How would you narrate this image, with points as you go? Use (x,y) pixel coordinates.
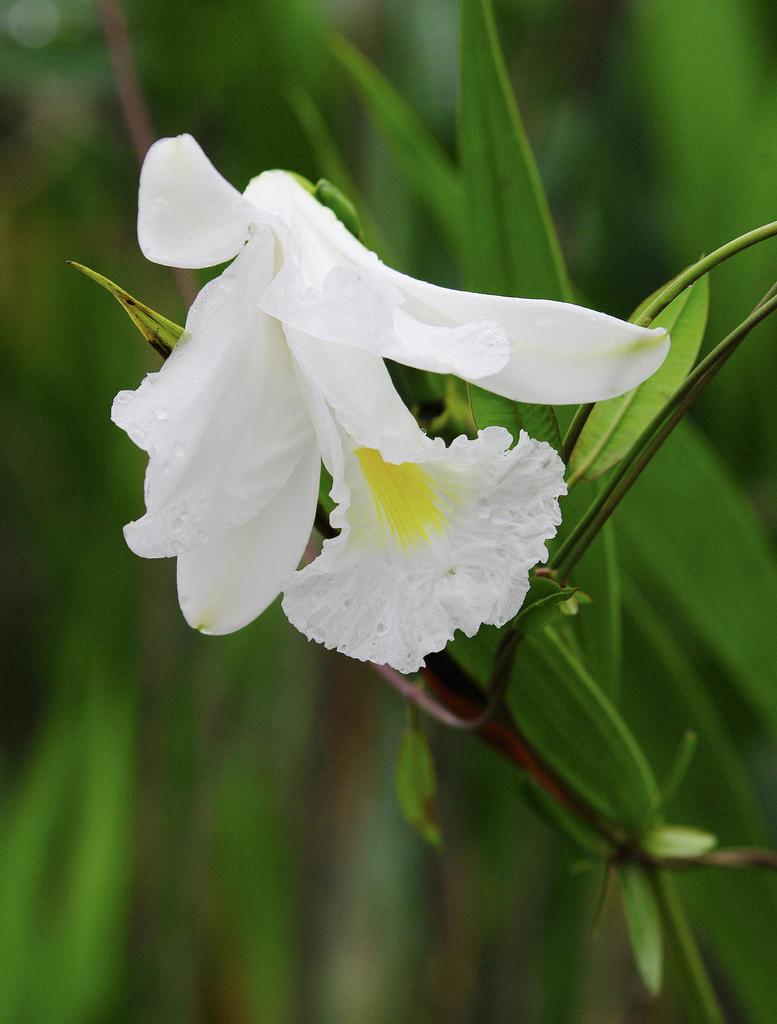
In this picture we can see white color flower (391,343) on a plant (681,487). Here we can see leaves (635,580).
